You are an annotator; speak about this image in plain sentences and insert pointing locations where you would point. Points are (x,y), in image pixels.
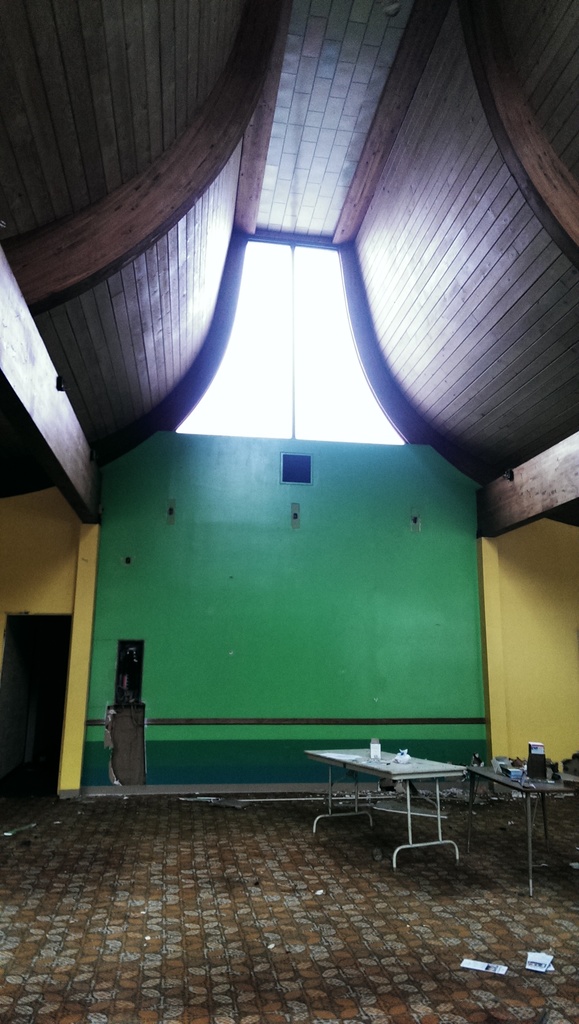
In this picture in the center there are tables (438,793) and on the table (424,777) there are objects (542,774) which are black and white in colour. In the center (306,621) there is a wall (275,619) which is green in colour. On the floor (187,910) there is mat (204,913) which is brown in colour.
